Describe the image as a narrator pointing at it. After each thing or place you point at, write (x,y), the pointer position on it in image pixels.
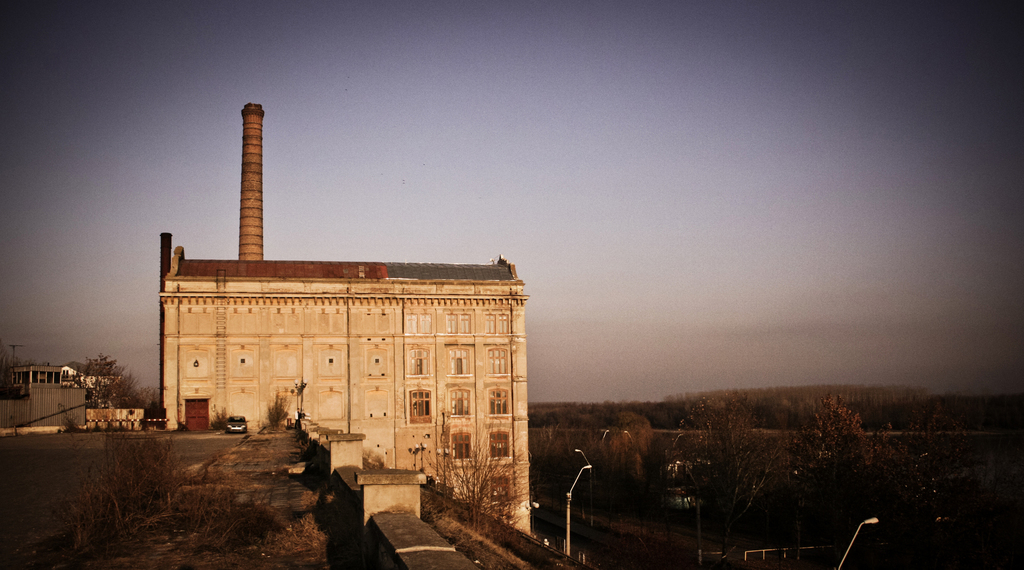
In this picture we can see buildings (456,382) with windows (418,414), trees (108,389), poles (847,552), car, road (553,535) and in the background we can see the sky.
